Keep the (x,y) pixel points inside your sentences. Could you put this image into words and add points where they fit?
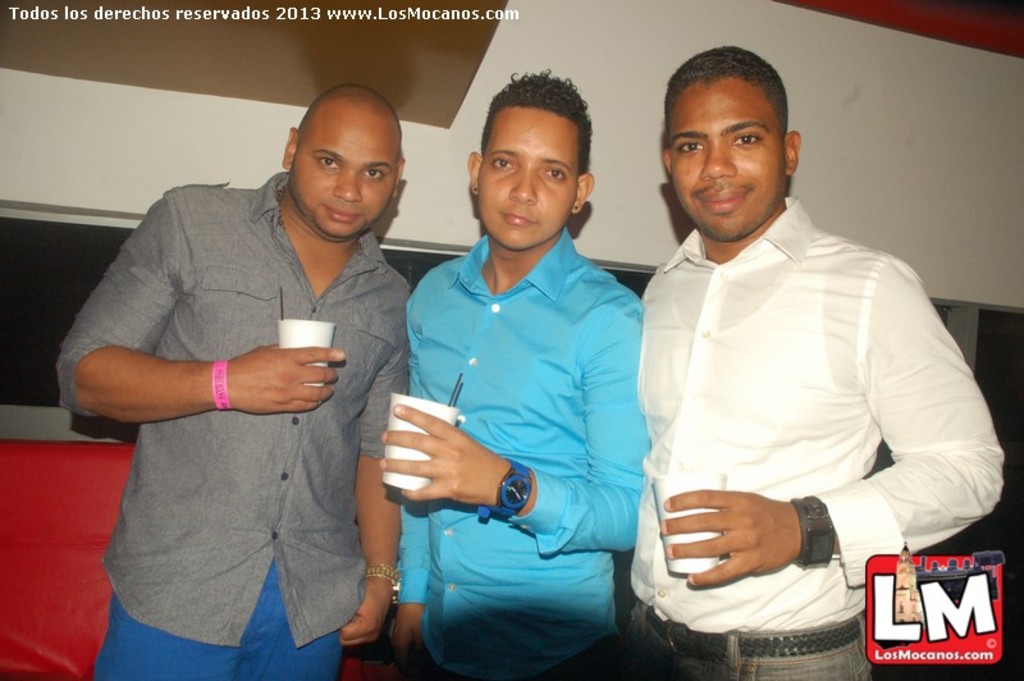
In this picture, we see three men (290,457) are standing and they are posing for the photo. The man (676,502) on the right side (843,450) is smiling. On the left side (119,509), we see a red color sofa (74,551). In the background (109,164), we see a wall (284,134) in white and black color. In the right bottom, we see a logo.
